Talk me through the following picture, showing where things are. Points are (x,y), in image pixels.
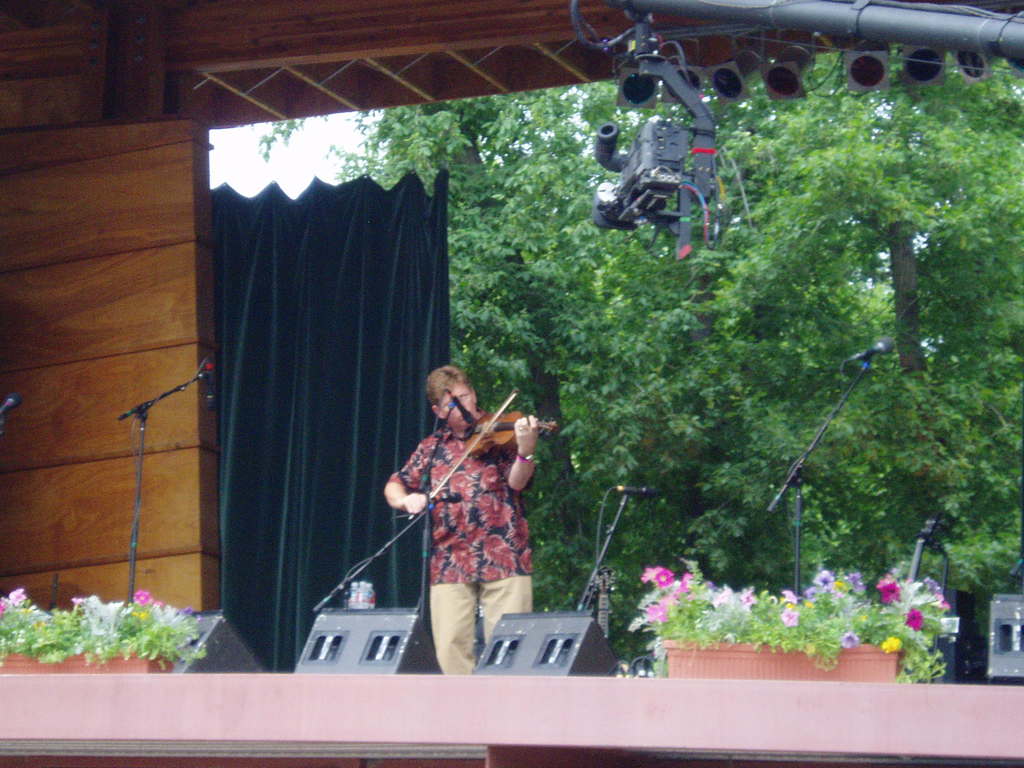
In this image, we can see a person (483,469) playing a violin (480,433) in-front of a microphone (471,420) with a stand (430,511) and wire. At the bottom of the image (215,660), we can see black boxes (430,666), flower plants (932,659) with pots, stands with microphones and wires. In the background (332,385), we can see the curtain (332,370), wooden wall (180,256), lights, trees (982,374) and the sky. In the top right corner (701,155), there is a rod (925,28) with a camera (643,180) and wires (1007,28).
